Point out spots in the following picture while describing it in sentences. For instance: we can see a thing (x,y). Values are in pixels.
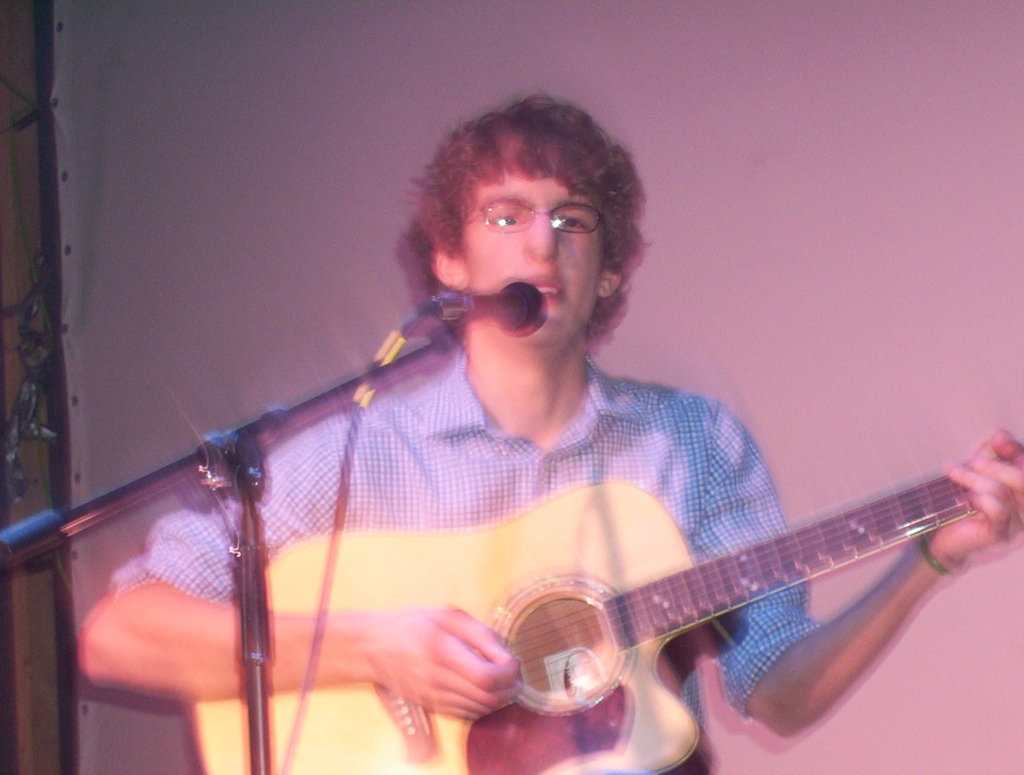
In this image i can see a man (560,411) who is playing a guitar (487,546) in front of the microphone (527,291) and singing a song.
